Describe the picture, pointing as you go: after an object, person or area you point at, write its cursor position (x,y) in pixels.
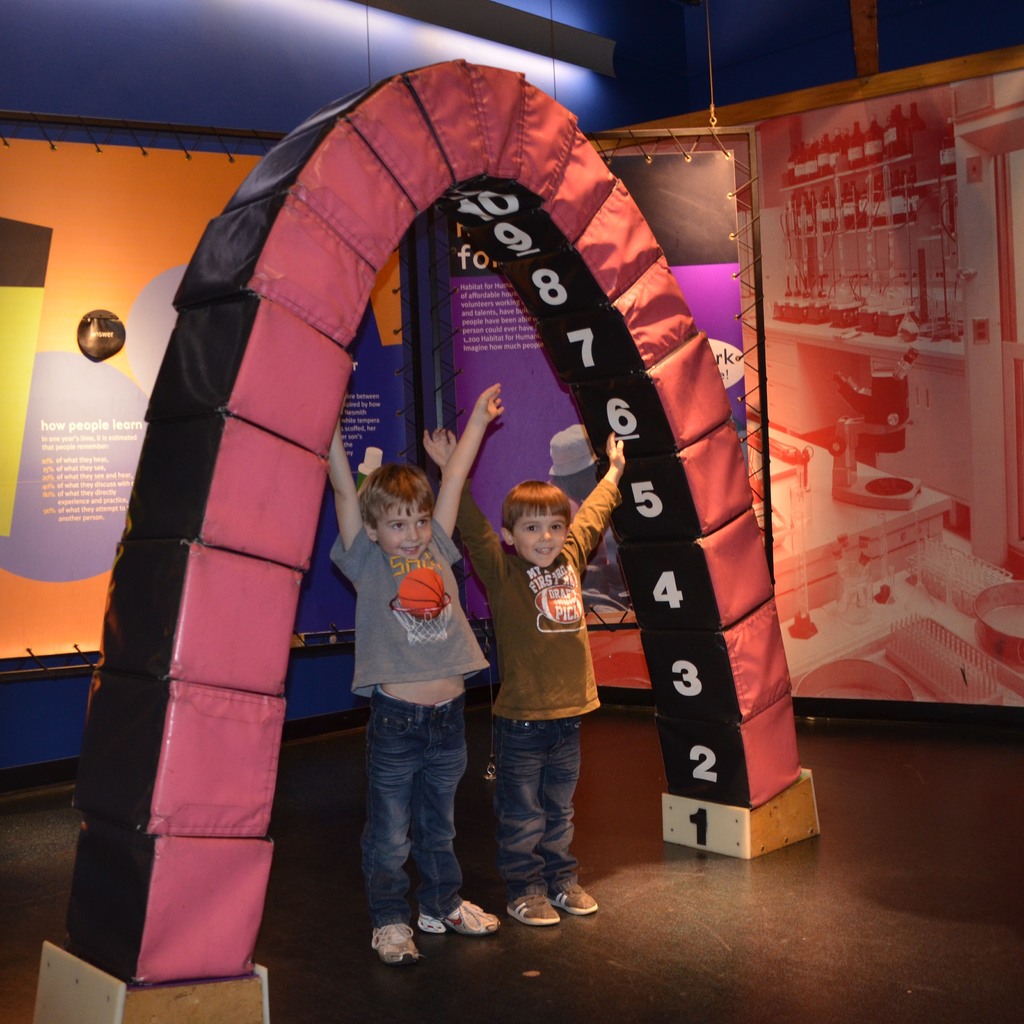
In this image, there are kids (430,848) and we can see an arch type fun ride (213,409) and there are boards (703,180). At the bottom (700,926), there is a floor (696,906).
